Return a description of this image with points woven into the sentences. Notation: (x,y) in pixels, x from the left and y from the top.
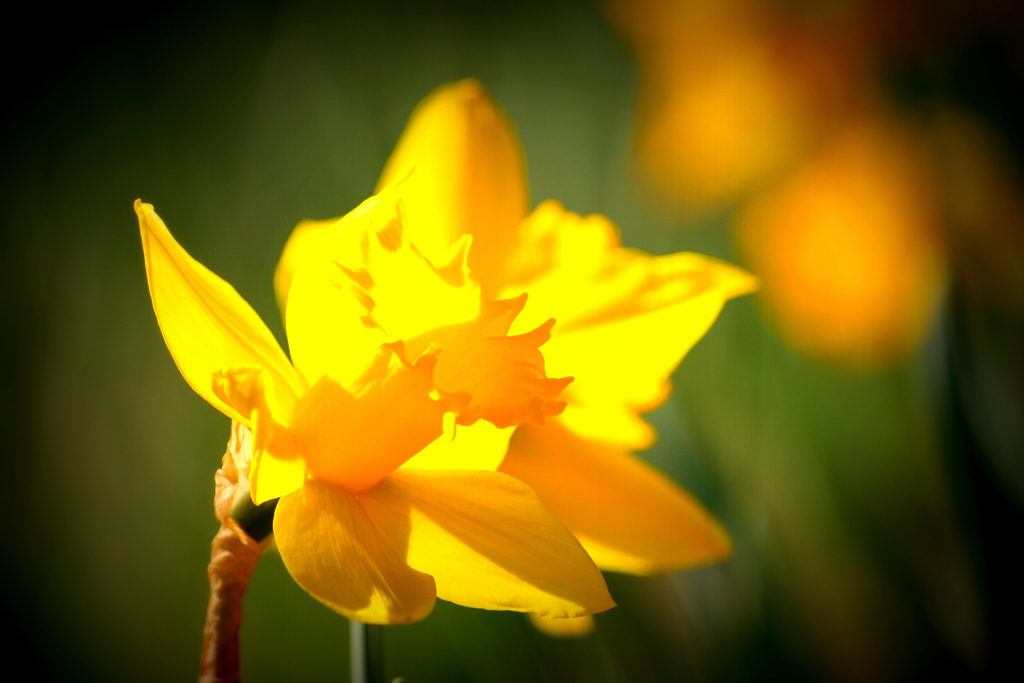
In this image I can see the flower (583,481) in yellow color and I can see the green and orange color background (259,228).
